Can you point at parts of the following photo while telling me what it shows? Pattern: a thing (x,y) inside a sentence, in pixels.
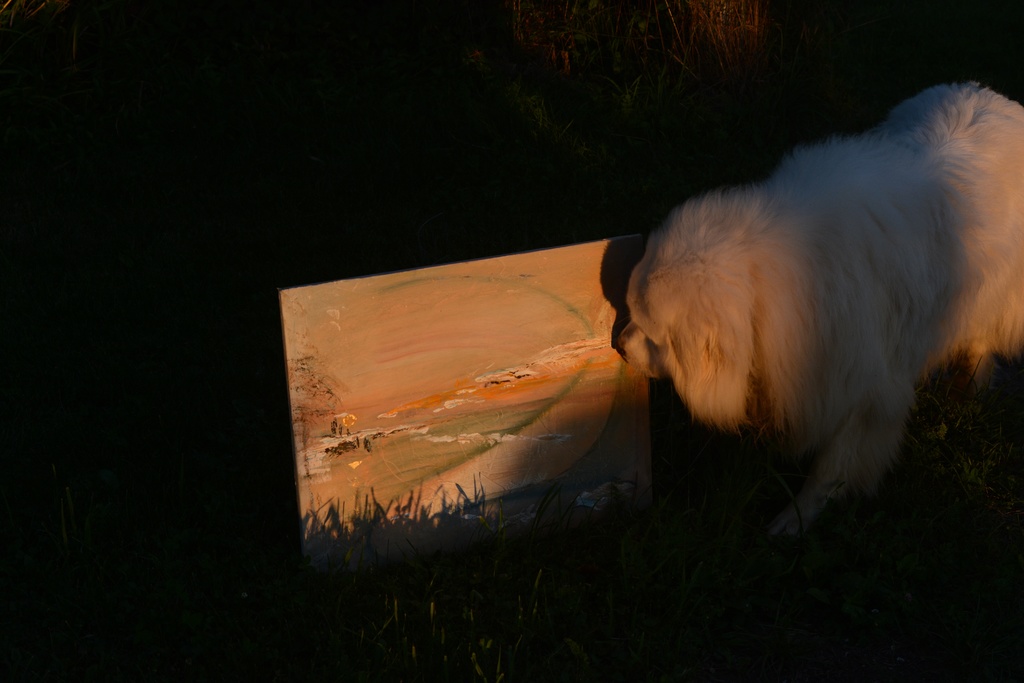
In this picture there is a dog (855,325) on the right side of the image (783,314) and there is a portrait (414,353) in the center of the image (595,355).
